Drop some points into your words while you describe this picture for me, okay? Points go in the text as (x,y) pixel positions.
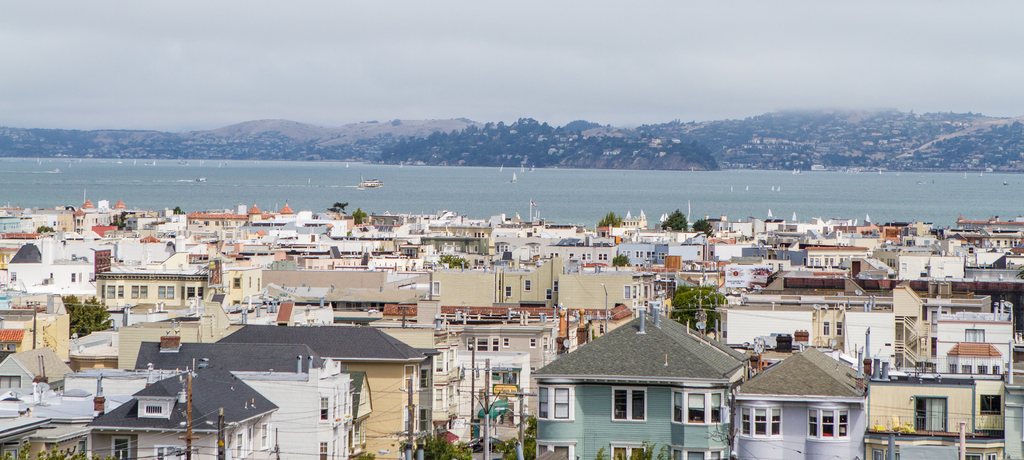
This is the top view of a city (399,392). In this image there are buildings (599,345), trees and electric poles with cables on it. In the background of the image (169,188) there are boats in the sea (414,198), behind the sea (331,198) there are mountains (722,131).
